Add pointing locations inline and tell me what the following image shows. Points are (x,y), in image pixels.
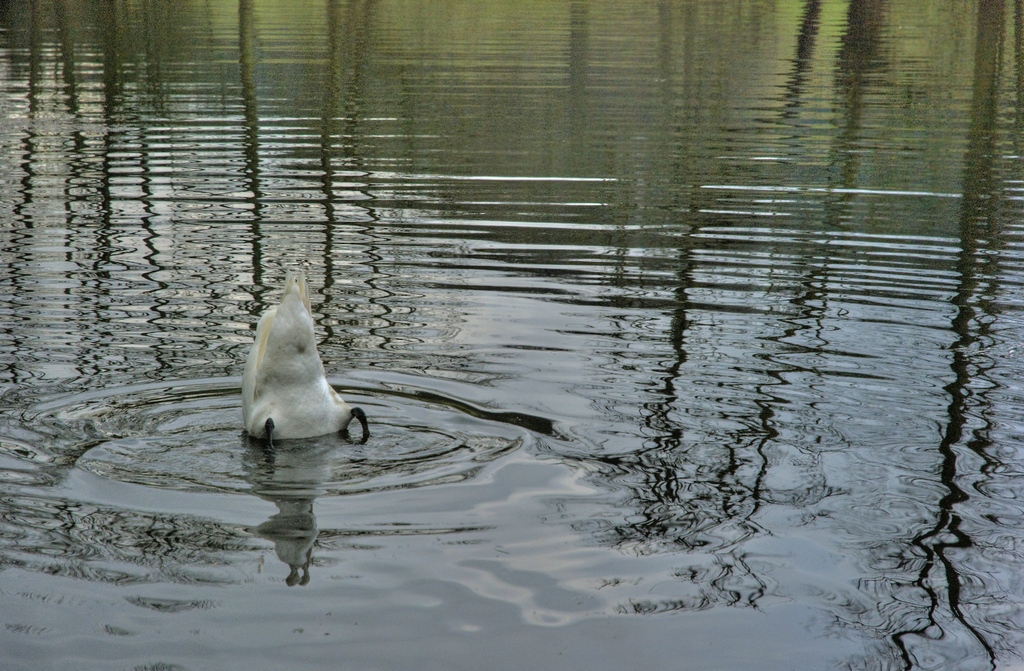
In this image, we can see water (895,525), at the left side (271,352) there is a white color animal (254,395) in the water (234,438).
